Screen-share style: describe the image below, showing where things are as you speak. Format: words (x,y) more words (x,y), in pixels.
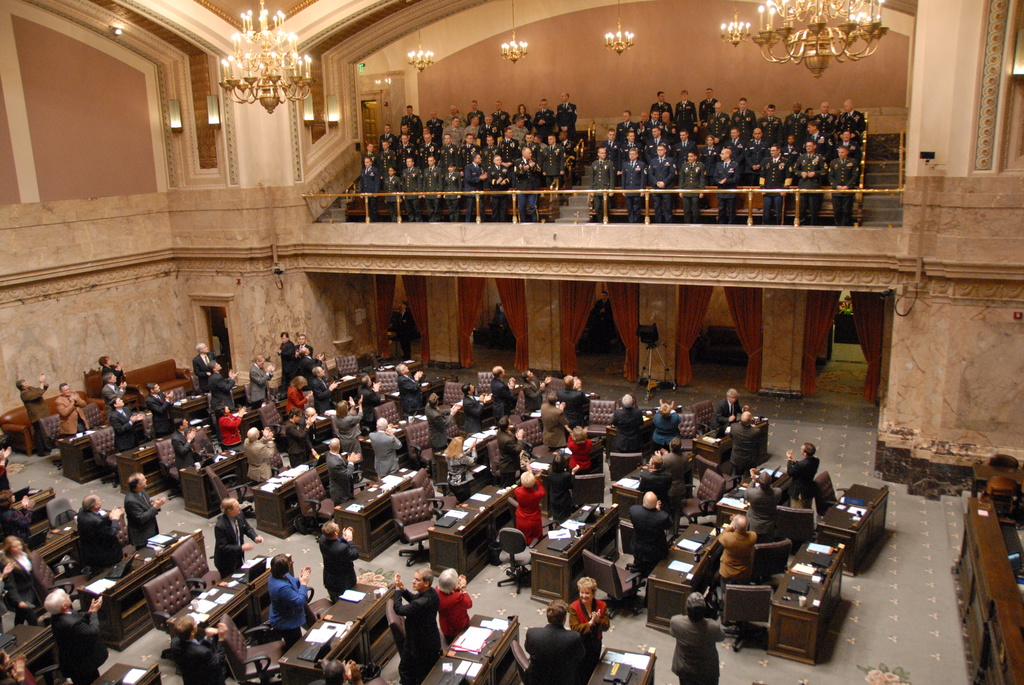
In this picture I can observe some people (197,643) standing on the floor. There are men (559,637) and women (593,617) in this picture. In front of them there are desks (120,597) which are in brown color. I can observe some people (485,152) standing near the benches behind the railing (363,194). There are chandeliers (786,49) hanged to the ceiling (239,16). In the background (606,282) there are curtains (388,283) and a wall (485,89).
